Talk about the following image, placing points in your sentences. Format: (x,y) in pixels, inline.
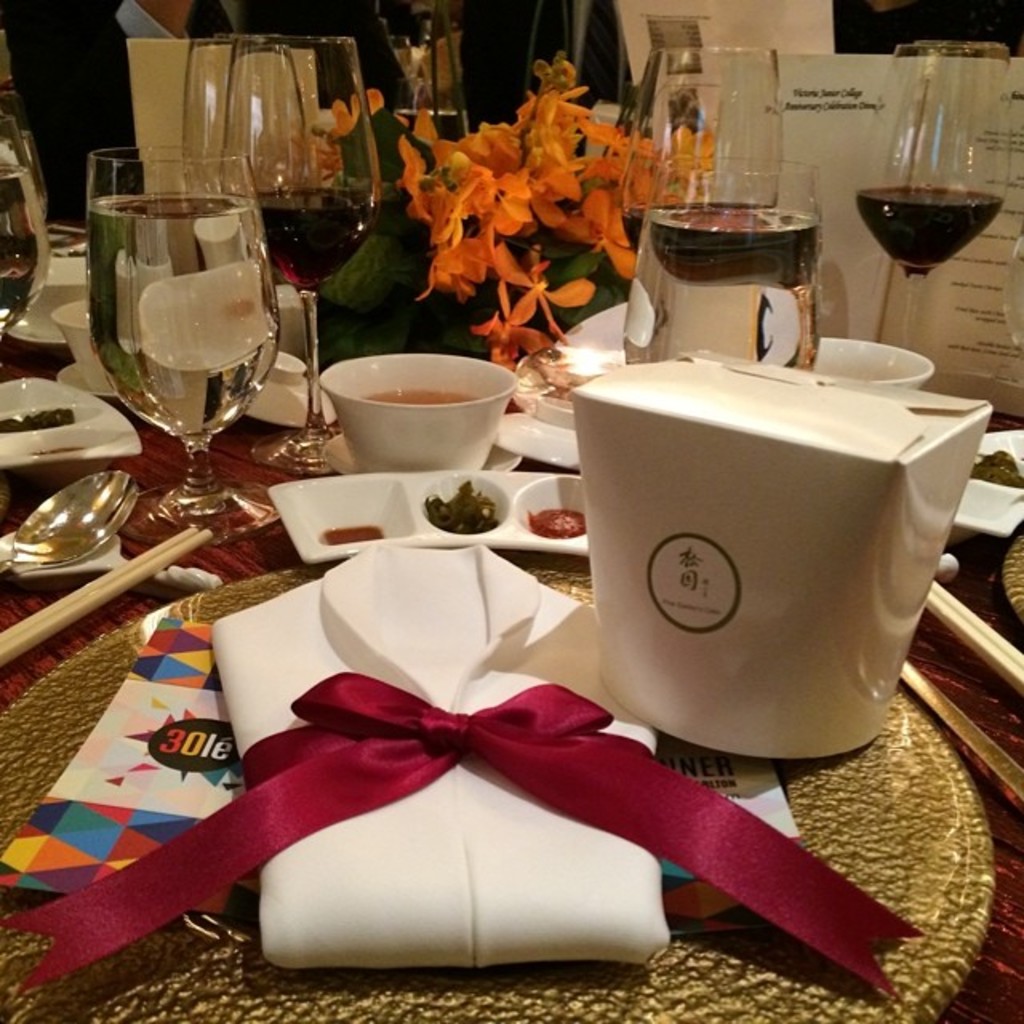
In this picture we can see a tray (825,820), here we can see a box (781,586) and cloth (466,672) here, we can see a ribbon (561,755) and some food (551,533) there are some flowers (534,223) here we can see some drinks (252,255) which are in the glasses (228,297), in the background (177,4) there is a person (193,16) we can see a paper (852,102) here.
